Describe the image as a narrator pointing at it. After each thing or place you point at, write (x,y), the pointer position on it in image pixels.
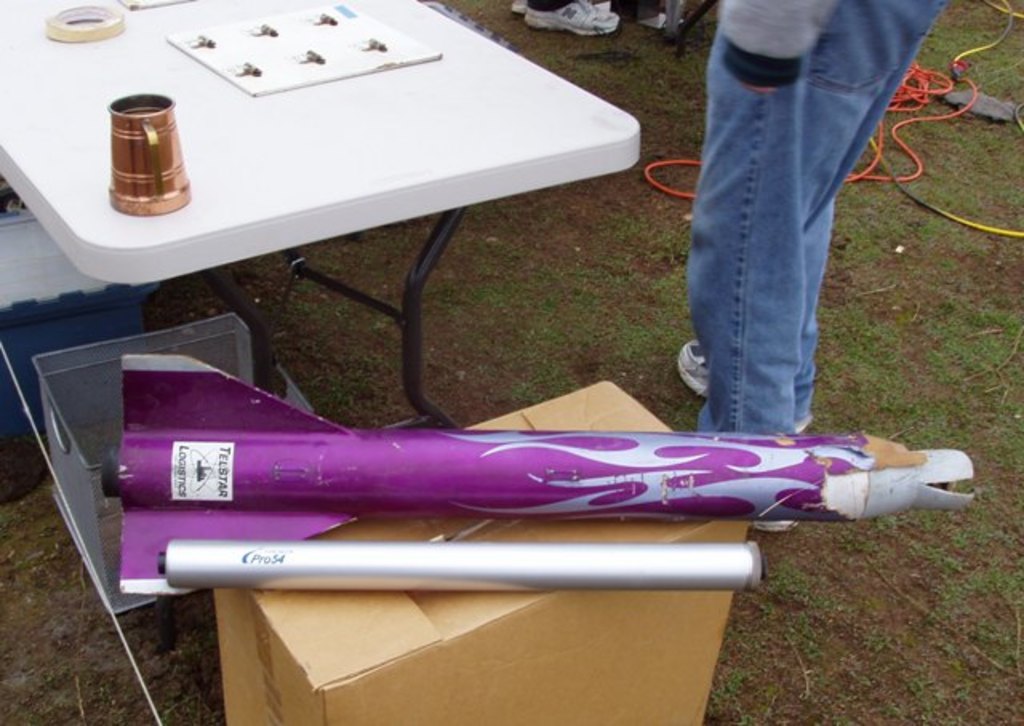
In the image we can see there is a person (849,21) who is standing and there is a table (282,203) on which there is a glass (137,116), cello tape (99,35).
